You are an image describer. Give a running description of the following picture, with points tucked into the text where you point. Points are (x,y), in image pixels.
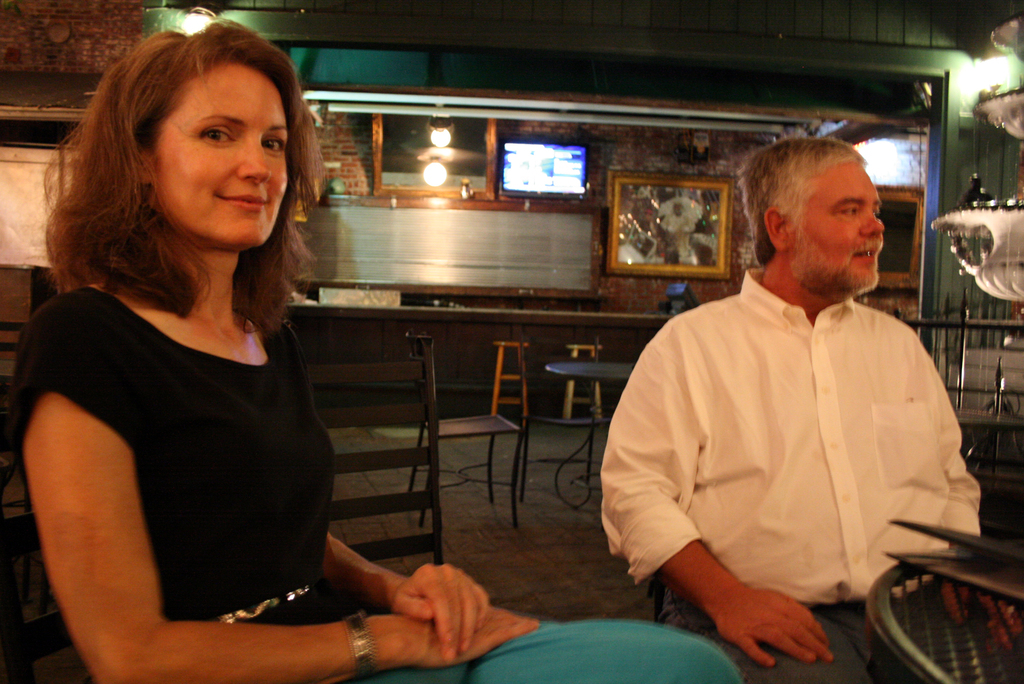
In this picture there is a woman (249,546) wearing a black top (266,584) and sitting in the chair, smiling and giving a pose. Beside there is a man (821,390) wearing white shirt (834,391) is looking on the right (765,330). Behind there is a table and a wall (597,193) with hanging frame (636,199) and lights (434,168).
